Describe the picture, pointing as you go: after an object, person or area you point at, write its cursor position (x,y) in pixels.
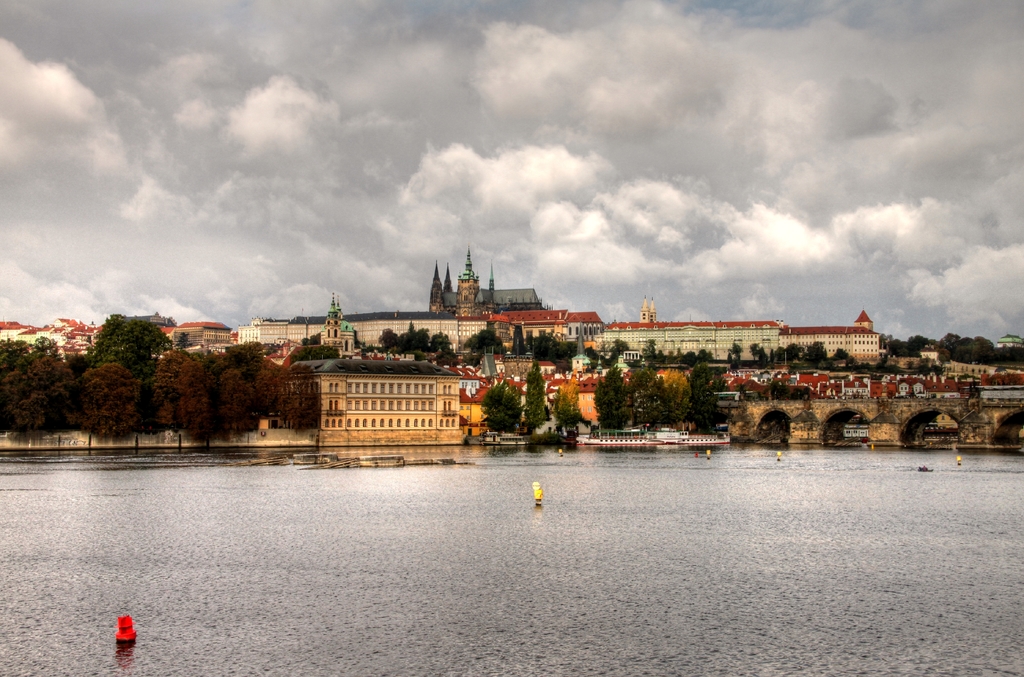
In this image we can see many buildings (395,326) and also trees (294,399). Image also consists of boats (631,436) on the surface of the river (580,505). We can also see a bridge (768,424) on the right (825,413). At the top (181,178) there is a cloudy sky (428,138).
